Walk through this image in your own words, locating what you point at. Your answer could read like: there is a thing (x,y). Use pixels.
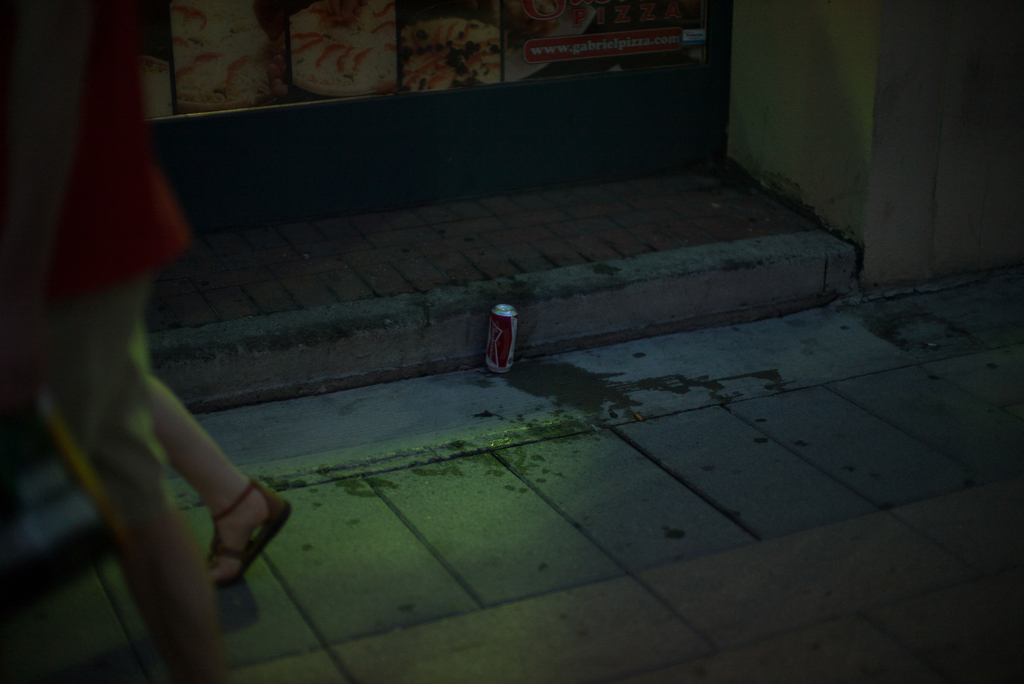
In this image there is a cool drink (498,332) on the floor (500,377). On the left side (114,284) there is a woman (134,498). In the background (389,97) there is a wall (389,107) on which there is a poster (314,52).
